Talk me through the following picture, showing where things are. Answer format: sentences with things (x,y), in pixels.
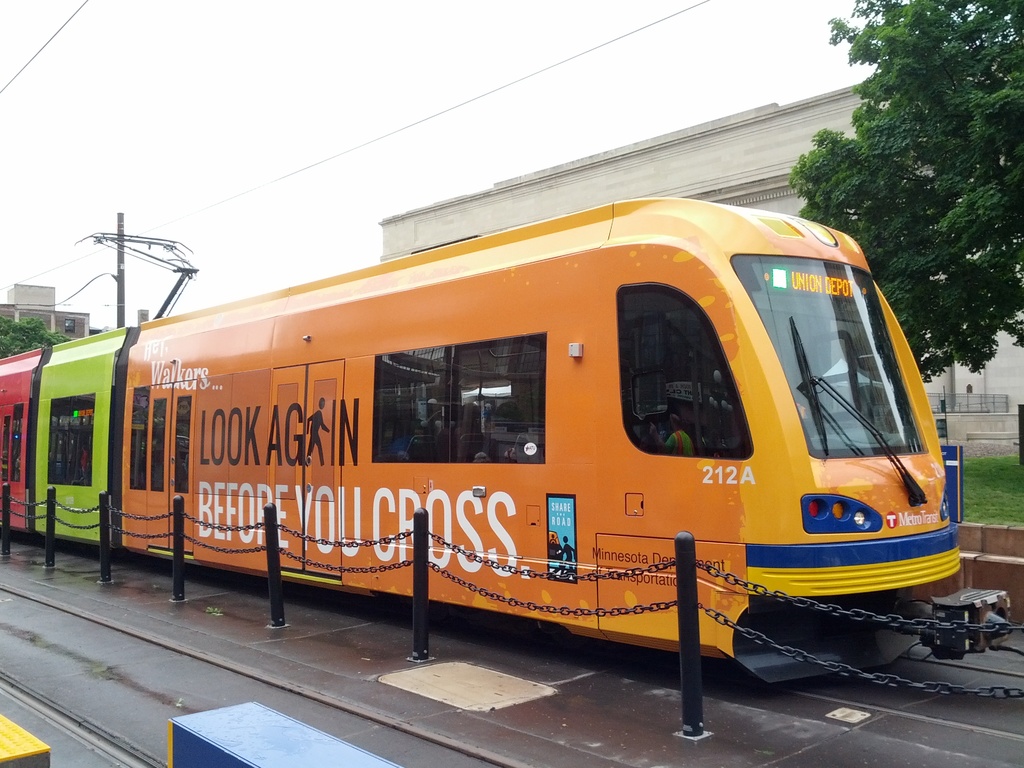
In the center of the image (440,416) we can see a train (535,489), fencing (416,625), railway track (961,676) are there. In the background of the image (1023,559) we can see a buildings (475,226), poles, wires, grass (969,460), stairs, tree (982,247) are there. At the top of the image (325,59) sky (332,25) is there. At the bottom of the image (368,672) platform (392,674) is there.
